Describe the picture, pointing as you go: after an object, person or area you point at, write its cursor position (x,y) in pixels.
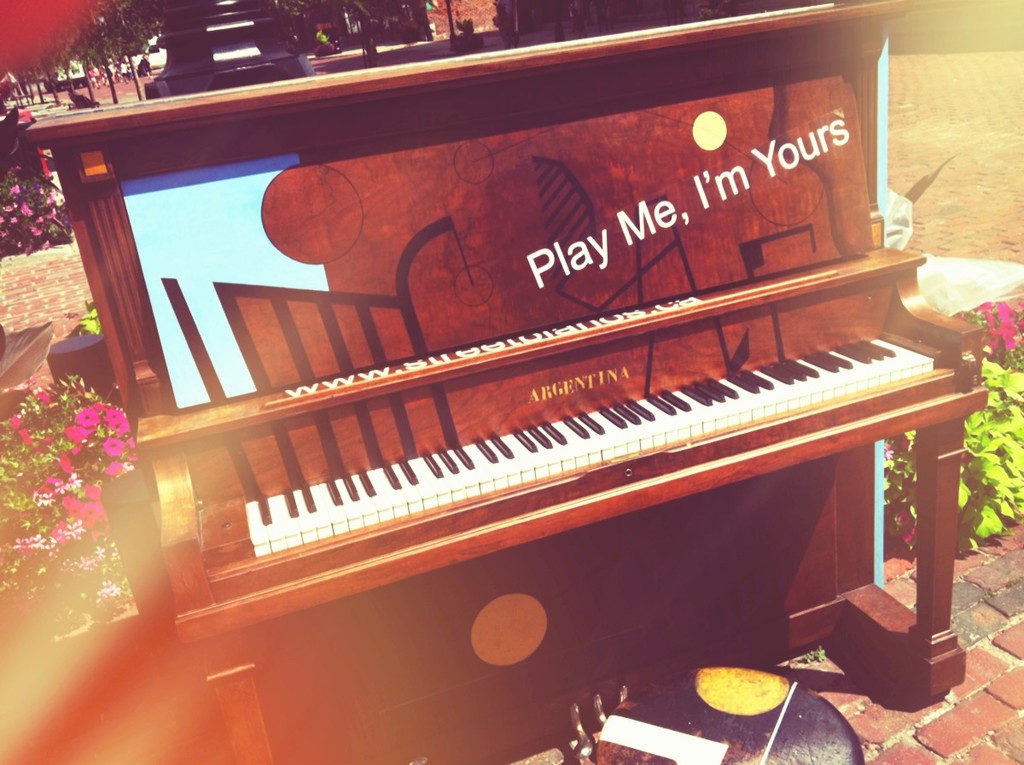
This is picture of a piano (586,405) the piano keys (467,475) are in black and white keys (513,464). Piano (457,449) is made with a wooden (585,352). On the left side of the piano (193,489) is flowerpot (56,515) and the right side (1003,364) is a flower pot (999,376). On the piano (596,220) written play me i'm yours. Background of the piano (358,184) is a statue (247,42).
